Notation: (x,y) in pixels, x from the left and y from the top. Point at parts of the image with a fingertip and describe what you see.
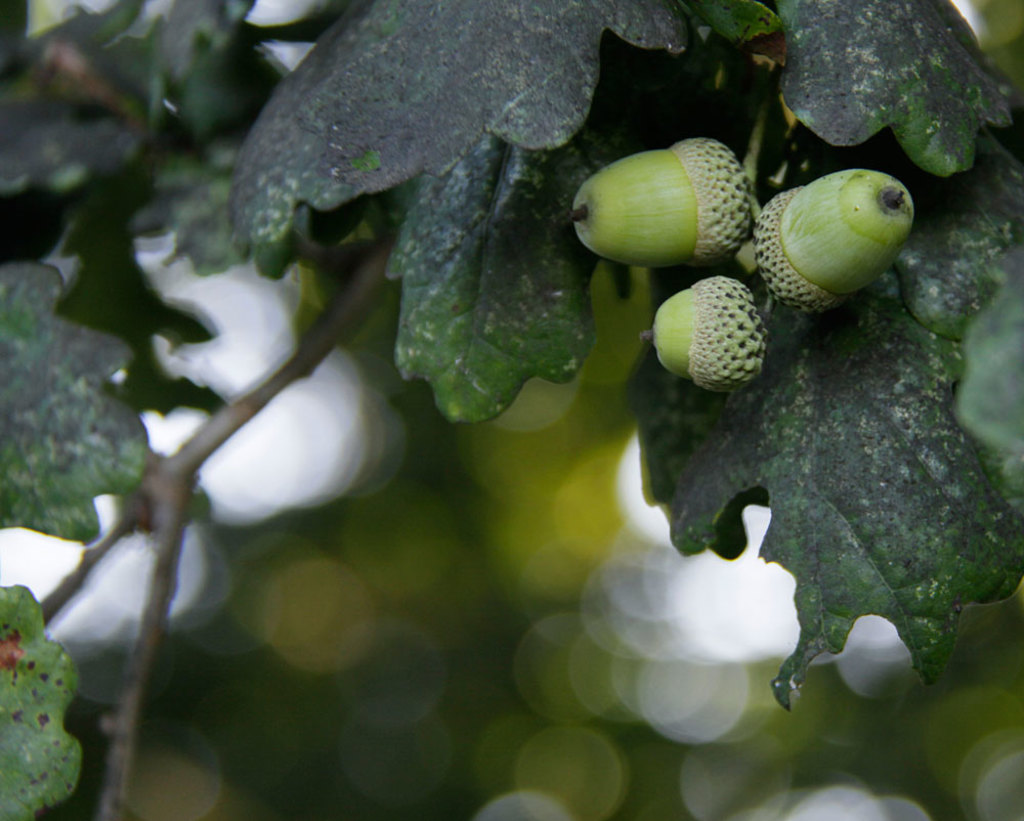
There is a tree (938,247) having green color leaves (843,94) and fruits (788,248). And the background (665,659) is blurred.
